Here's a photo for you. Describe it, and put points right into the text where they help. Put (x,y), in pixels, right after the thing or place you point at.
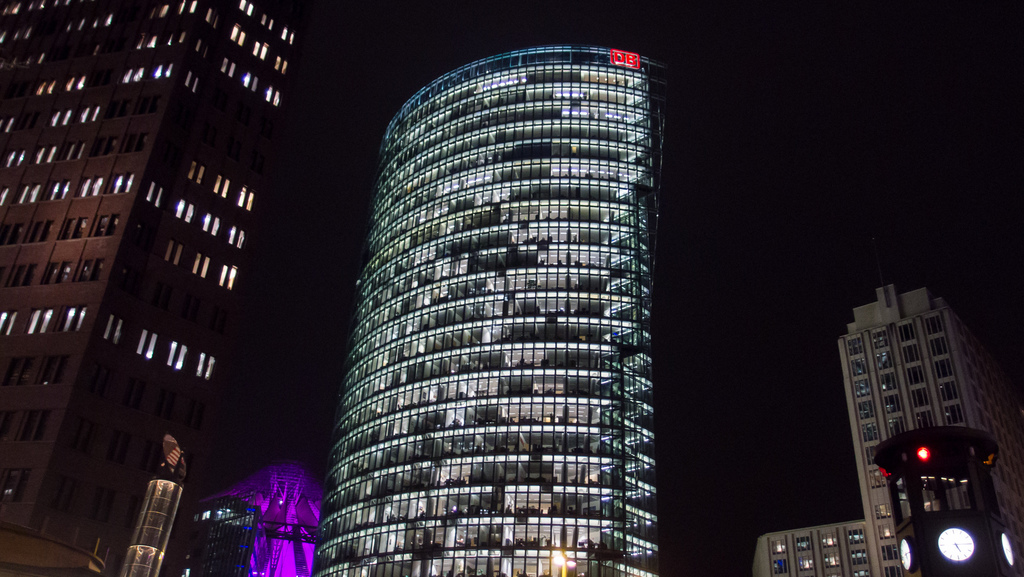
In the foreground of this picture (943,512), there is a clock tower (953,529) on the right bottom corner (971,514). In the background (948,358), there are buildings (424,355), lights (409,327) and the sky (784,109) is dark.
